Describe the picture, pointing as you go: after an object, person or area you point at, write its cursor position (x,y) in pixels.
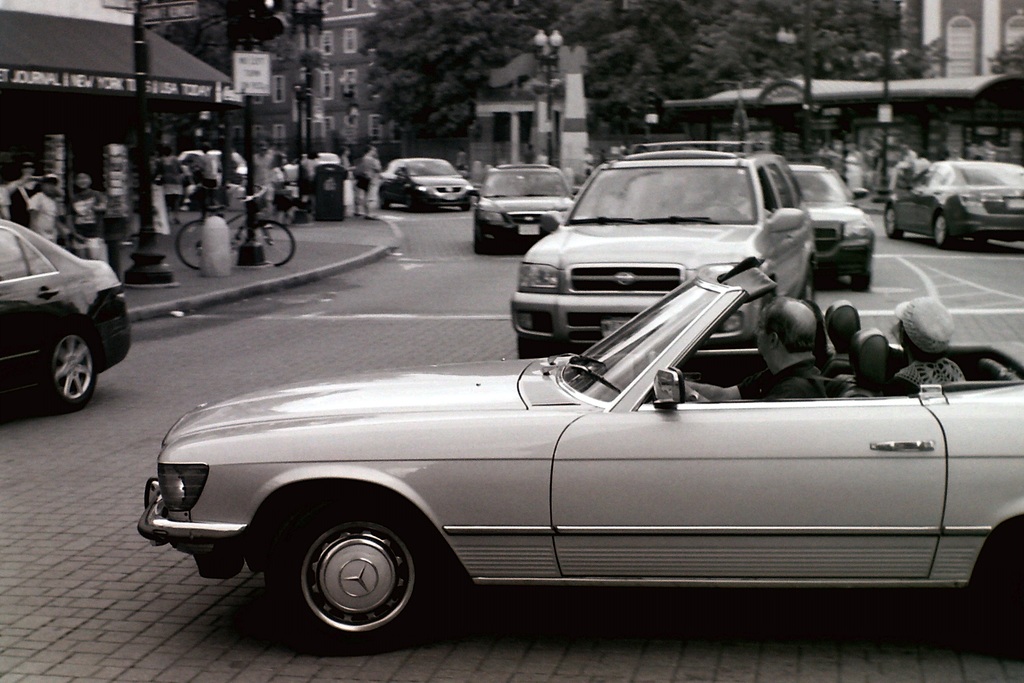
In the center of the image (510,232) we can see cars (628,300) on the road (560,600) and there are people (792,369) sitting in the cars (804,278). In the background (71,66) there are buildings (358,72), poles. On the left (283,157) there are people (279,171) and we can see a bicycle (204,250).
